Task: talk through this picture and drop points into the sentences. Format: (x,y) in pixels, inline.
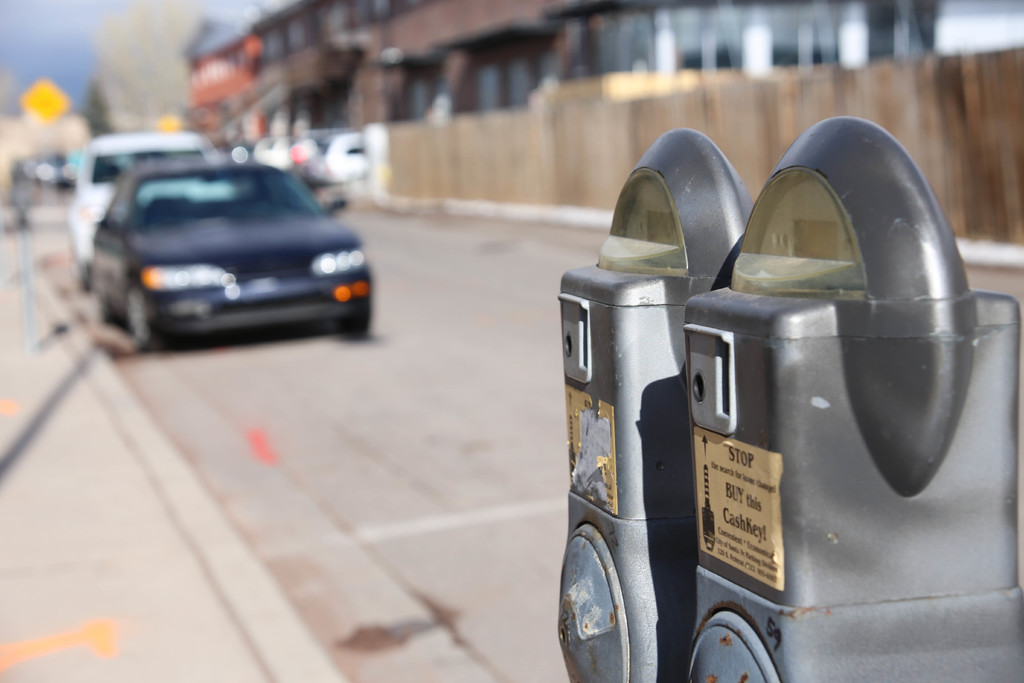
In this picture we can see some vehicles (307,187) here, on the right side (778,547) there is a parking machine (853,593) here, we can see buildings (513,43) in the background (520,67).
